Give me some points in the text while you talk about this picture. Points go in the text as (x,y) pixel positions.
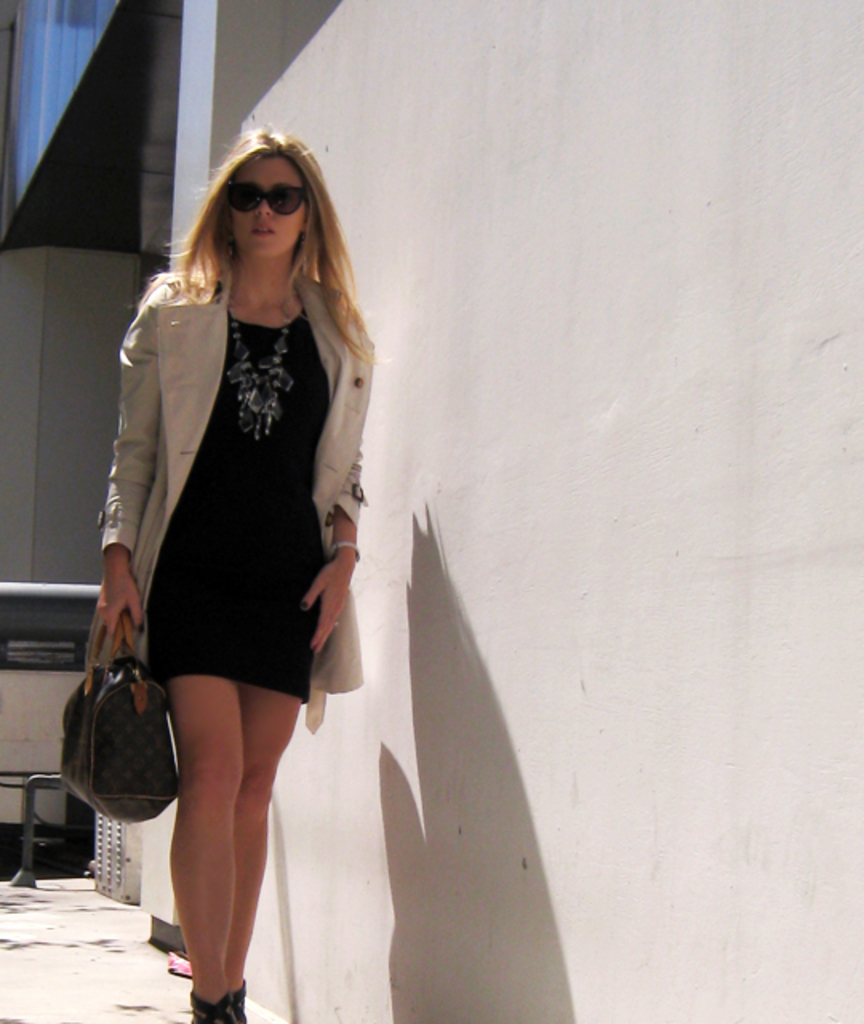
Here this lady (254,440) is walking on the sidewalk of the street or road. She is wearing black dress (245,454) upon a jacket (161,315) with the glasses (240,206) on her face (242,222). She is holding a bag (146,742) in her hand (118,582). this is a wall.
